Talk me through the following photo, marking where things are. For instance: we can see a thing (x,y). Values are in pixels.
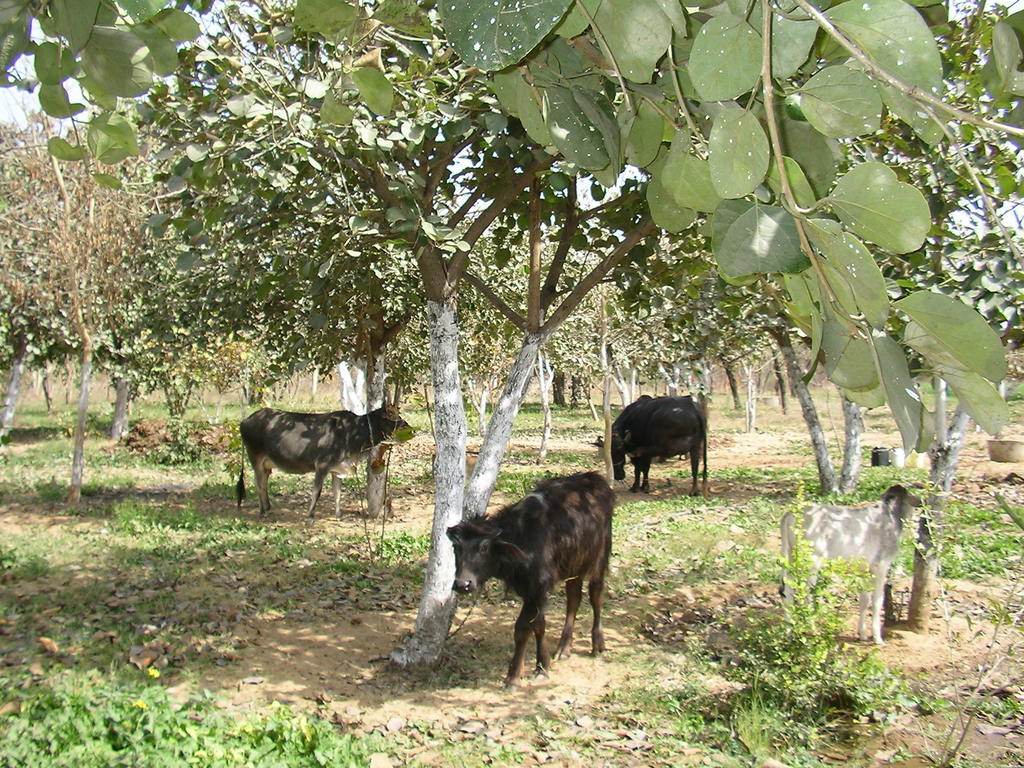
In this image I can see few animals (604,588) and they are in black and white color. In the background (703,262) I can see few trees (592,333) in green color and the sky (254,12) is in white color.
